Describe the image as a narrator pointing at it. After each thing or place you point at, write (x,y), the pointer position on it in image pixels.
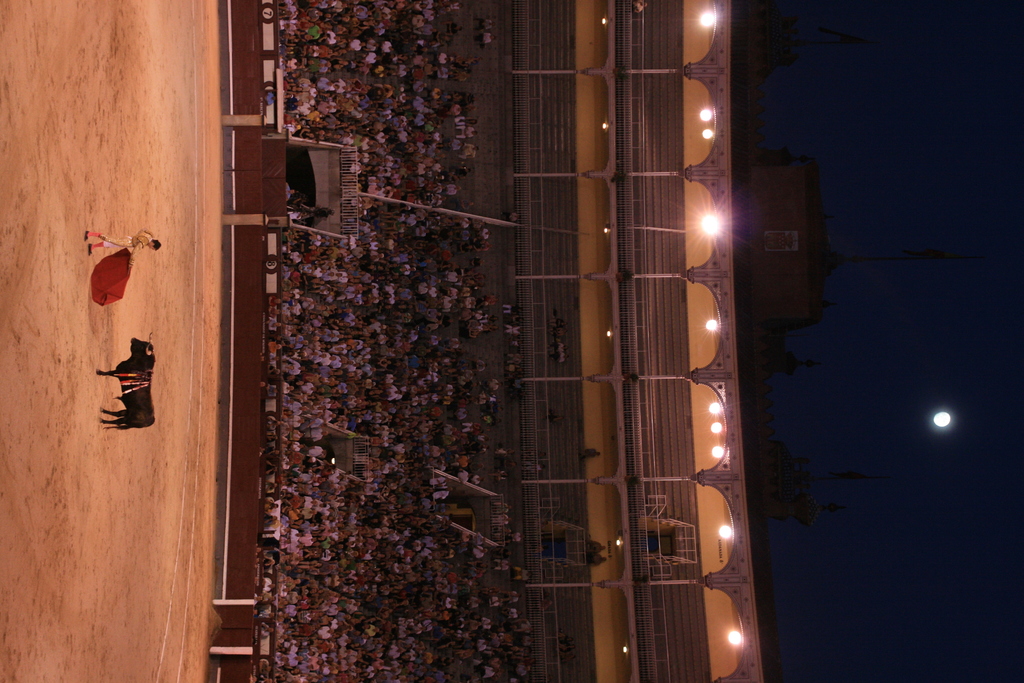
In this image I can see an animal (136,382) which is in black color. In front (119,279) I can see a person (142,241) is holding red color cloth (110,292). Back I can see few people (387,440) sitting. I can see a poles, railing (534,532) and brown color fencing (229,66) around. Top I can see lights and moon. The sky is in black color.
